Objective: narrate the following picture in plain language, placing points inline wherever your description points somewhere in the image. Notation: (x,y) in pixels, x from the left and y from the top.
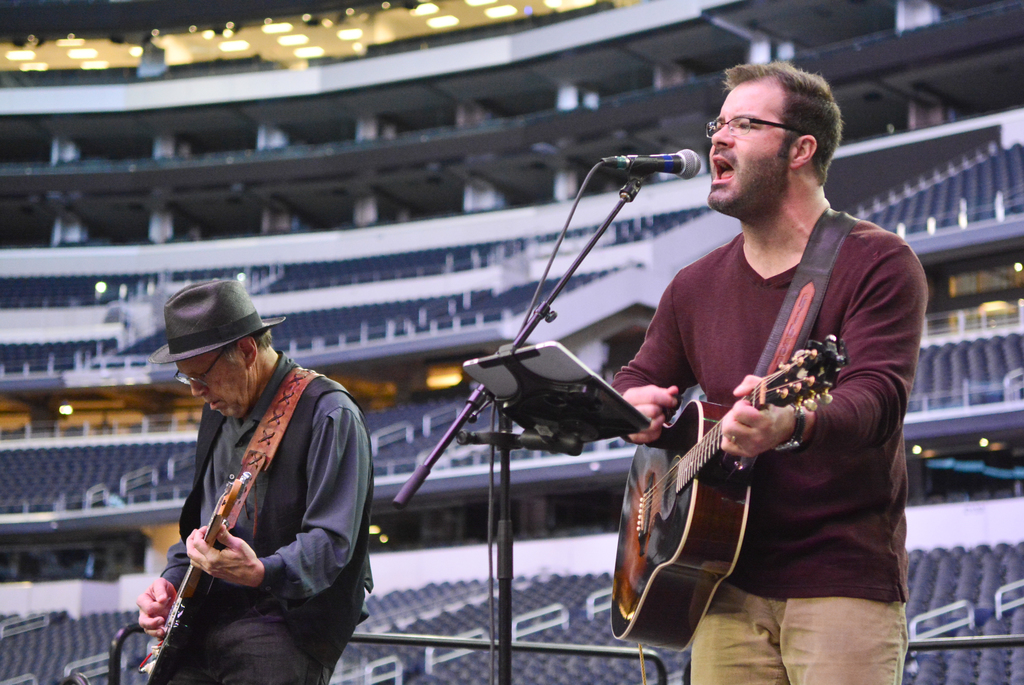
There are two persons (299,498) standing and playing guitar (638,499). Among them one person (732,329) is standing and singing song. this is a mike (658,169) with the mike stand (455,428) and a notepad (546,379). This looks like a stadium (421,238).
